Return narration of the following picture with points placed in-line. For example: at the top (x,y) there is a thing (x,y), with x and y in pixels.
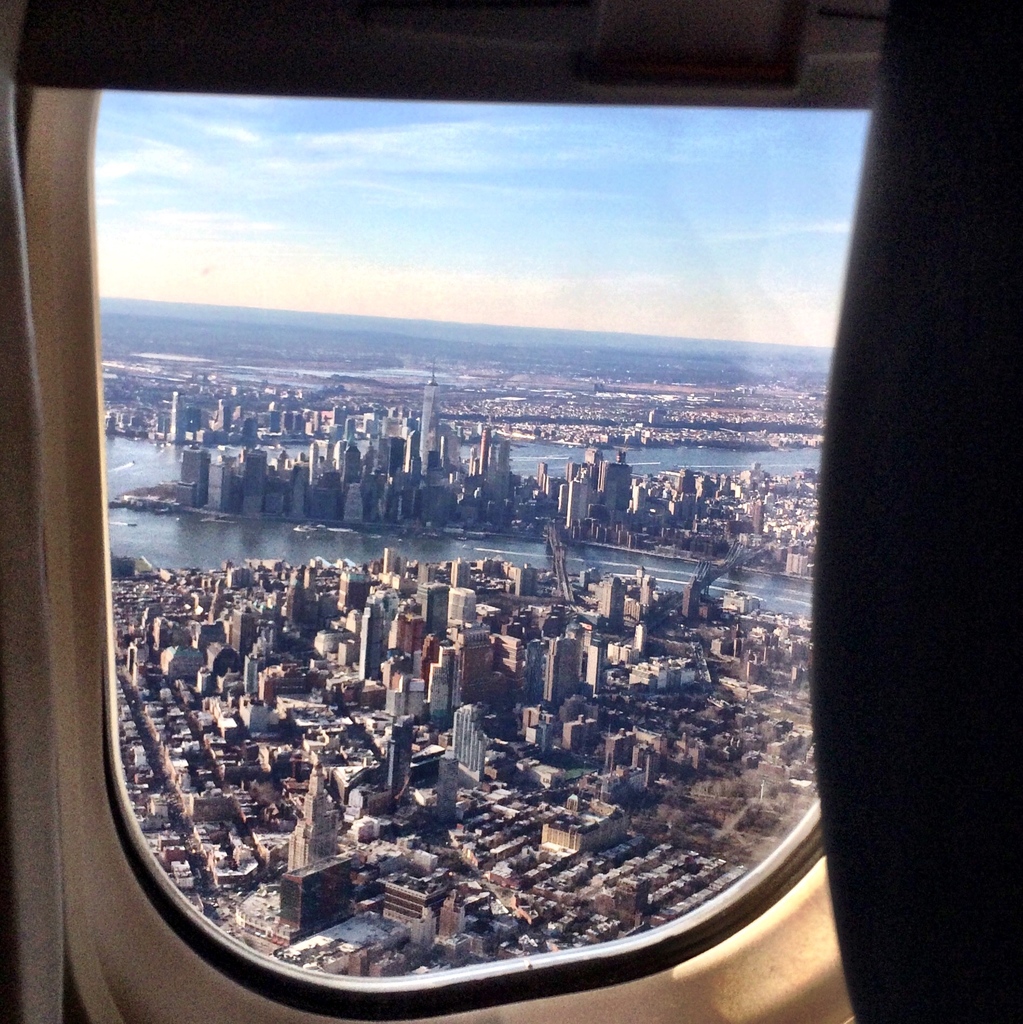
In this picture we can see a window (340,778) of an airplane (15,568) and in the background (333,774) we can see few buildings (332,773), water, sky (517,177).
